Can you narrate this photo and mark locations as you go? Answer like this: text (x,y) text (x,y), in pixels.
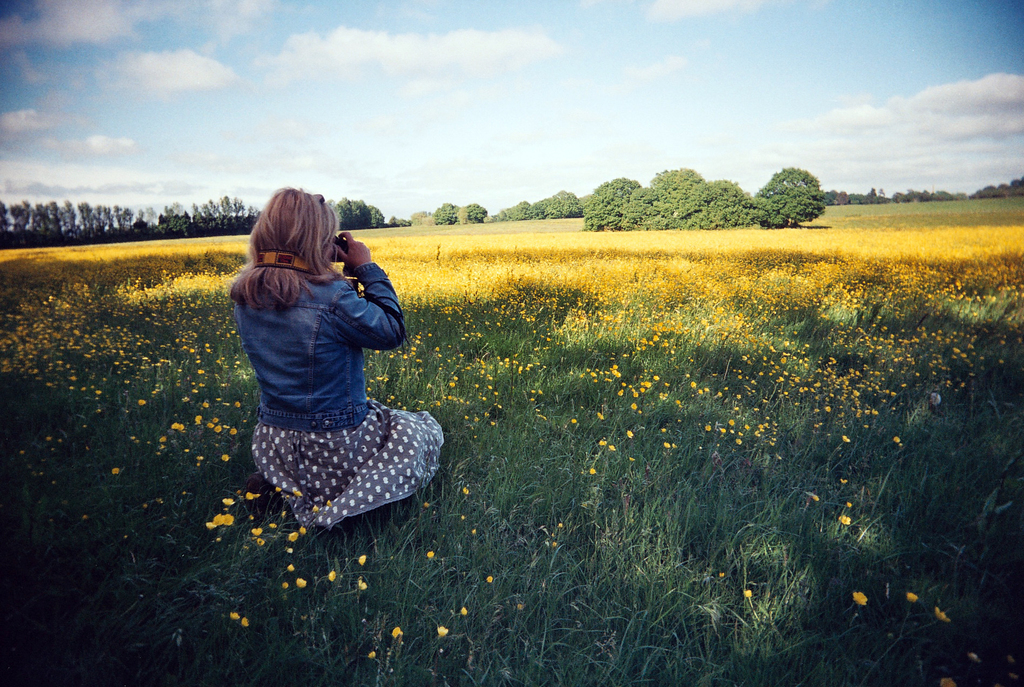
This picture is clicked outside. On the left (280,259) there is a person (334,304) wearing blue color jacket (319,352), squatting on the ground (292,515), holding some object (343,243) and seems to be taking pictures and we can see the plants (669,312) and the grass (562,242). In the background (231,35) there is a sky (796,57) and we can see the trees (808,191) and plants (45,360).
